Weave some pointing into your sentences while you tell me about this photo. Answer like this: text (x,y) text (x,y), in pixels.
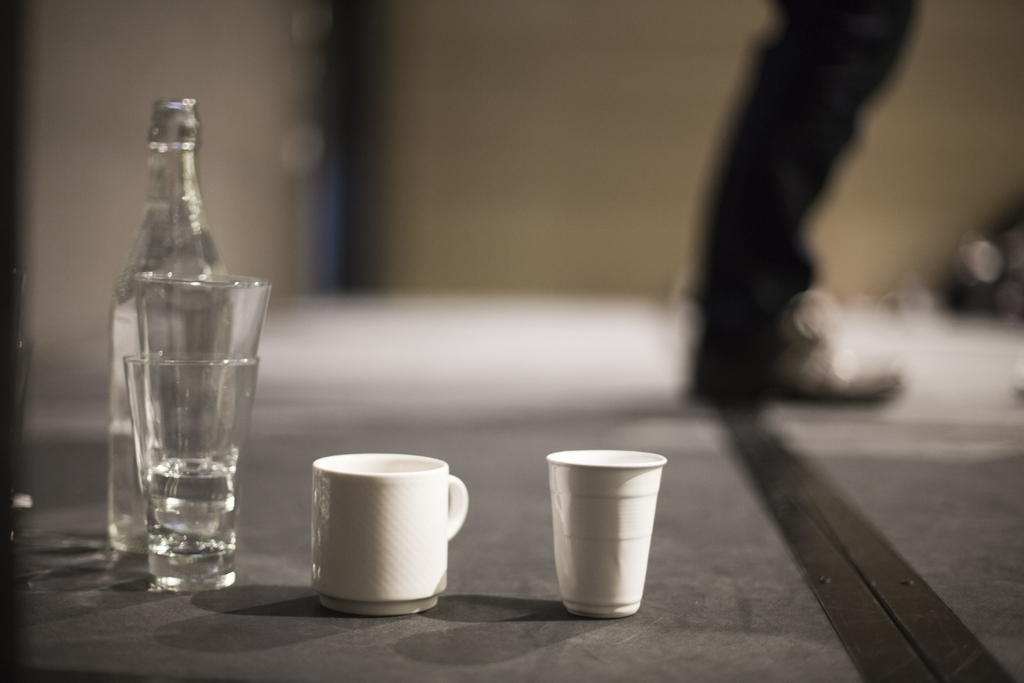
In this image we can see a glass (593,541), cup (379,557), two glasses (216,488) and a bottle (140,235). In the background of the image (782,216) we can see a leg (771,243).
